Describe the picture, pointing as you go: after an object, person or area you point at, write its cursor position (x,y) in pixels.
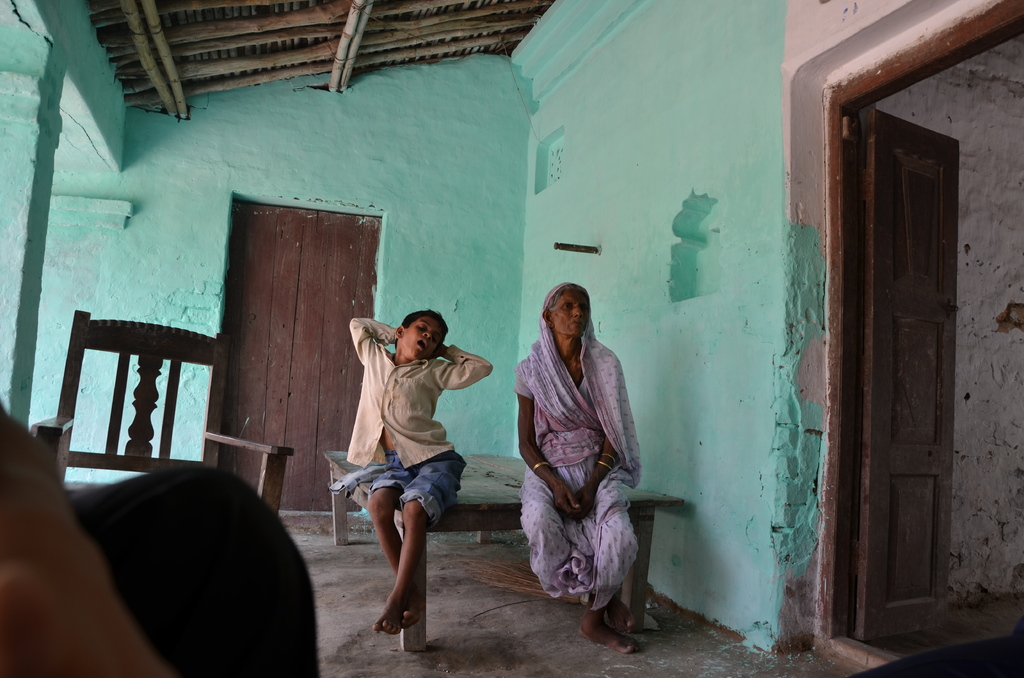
In this picture I can see two persons (399,445) sitting on a wooden cot (473,498) in the middle (363,444). On the left side (114,342) there is a chair (199,462), in the background (199,411) there are walls (574,180). On the right side (838,103) I can see the door (866,437).
